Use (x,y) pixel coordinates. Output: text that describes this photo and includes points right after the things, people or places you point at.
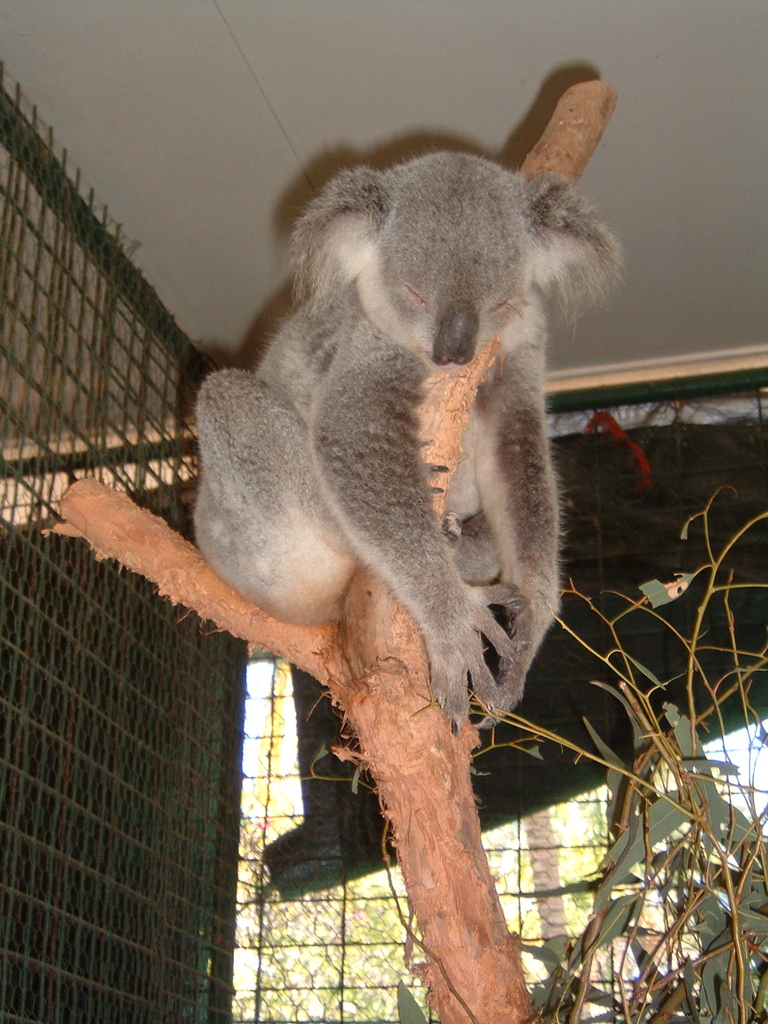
In the picture we can see a koala (503,182) on the tree branch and holding it and behind it, we can see the fence (582,850) from it we can see some trees (366,996).
